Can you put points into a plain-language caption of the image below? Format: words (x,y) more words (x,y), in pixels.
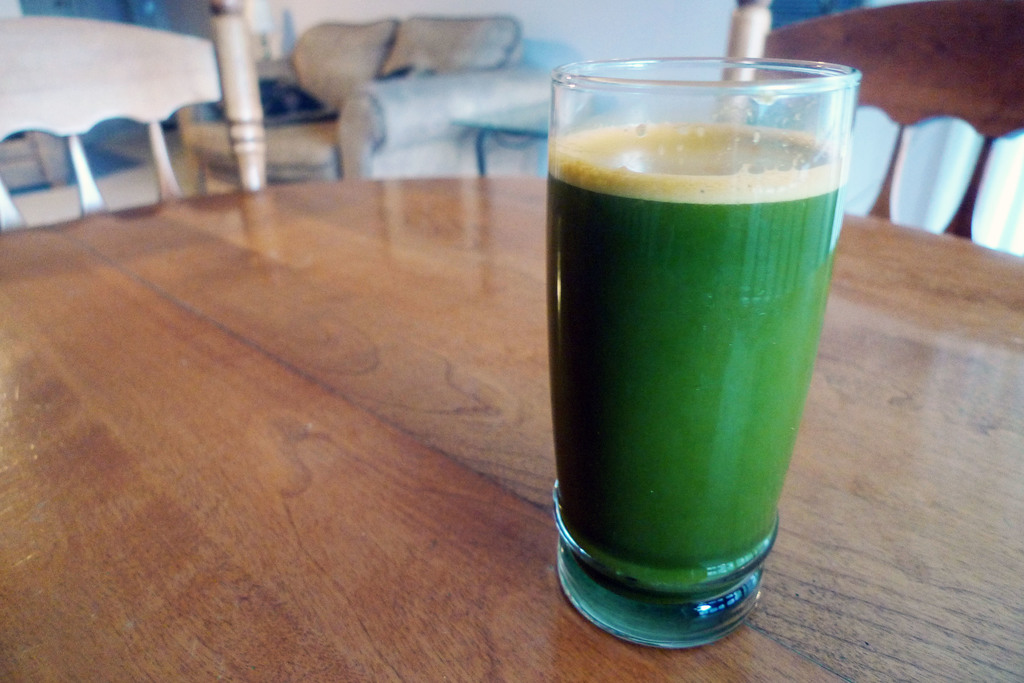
In this image I see a glass (729,303) in which there is green color liquid (729,352) and this glass (717,286) is on the brown color table (477,380) and I see 2 chairs (18,101) near to the table (483,321). In the background (443,37) I see the couch (408,40) over here and I see the wall (568,25) which is of white in color.
